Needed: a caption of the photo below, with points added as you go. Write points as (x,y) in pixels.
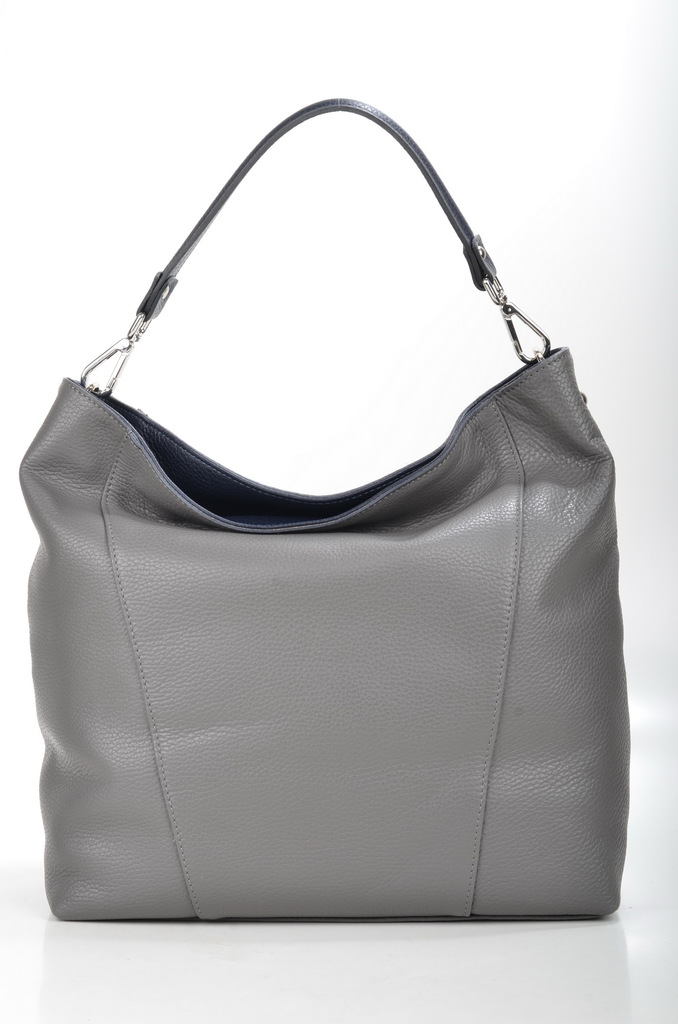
In this image a white color background (161,140) seen in the image. And there is a gray color hand bag (301,626) kept on the center of the image (238,565) and there are the silver rings (85,374) on the right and left side of the bag (66,392) seen. there is a handle (352,104) with gray color visible.
